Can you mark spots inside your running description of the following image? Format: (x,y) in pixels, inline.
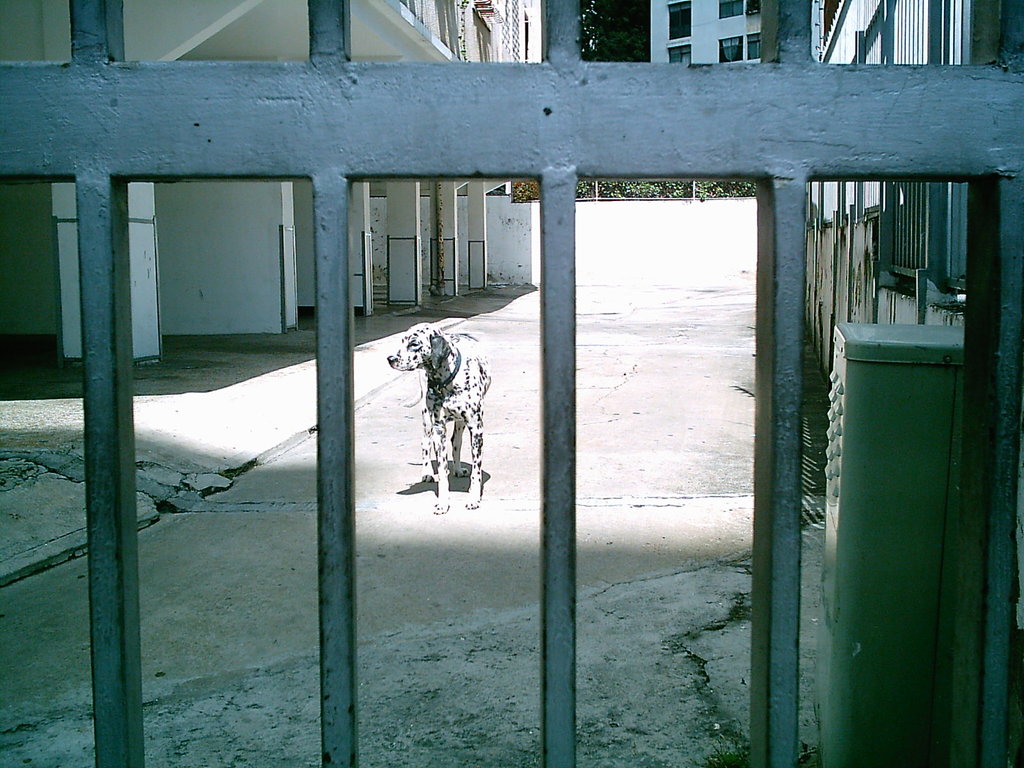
Here we can see grills (105,609) and we can see animal (436,504) on surface (504,406). We can see buildings (454,287) and tree (623,32).
